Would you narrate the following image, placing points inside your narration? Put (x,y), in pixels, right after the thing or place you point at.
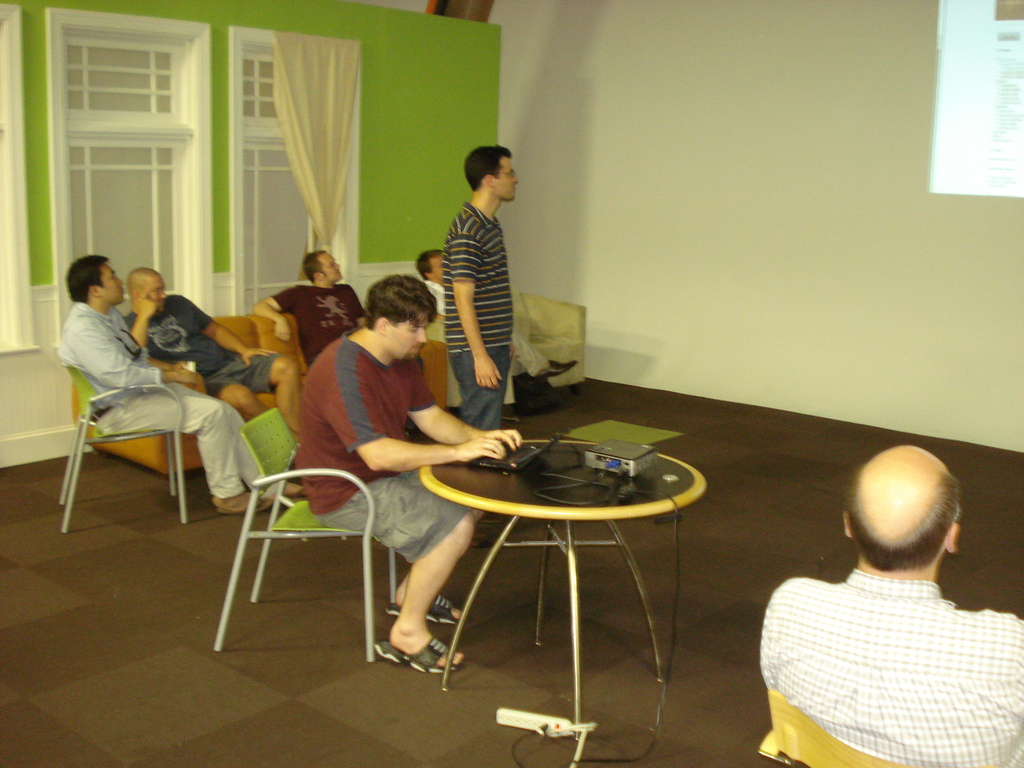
This picture shows few people (127,328) seated on the chairs (440,358) and man (445,435) working on a laptop (522,462) on the table (644,459) and we see a man (463,298) standing and looking at the light (965,37) on the wall (951,24).
